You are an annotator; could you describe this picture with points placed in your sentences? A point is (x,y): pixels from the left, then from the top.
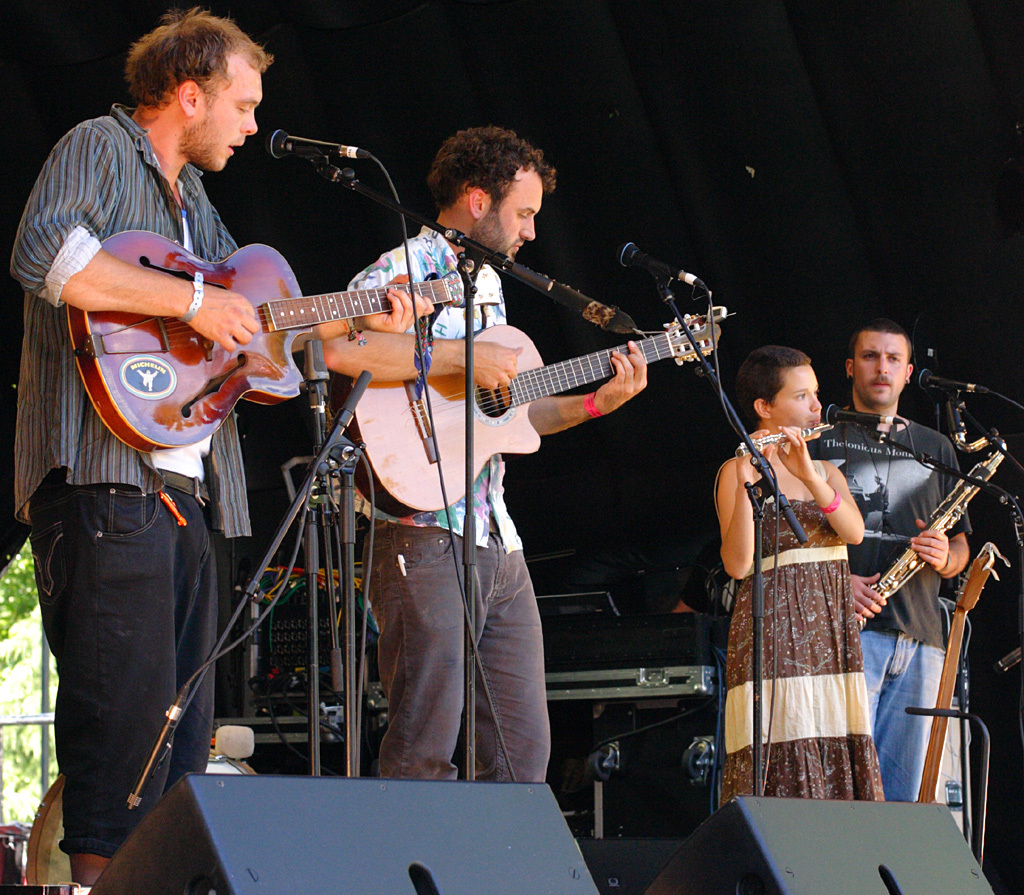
In the image there are four people (870,488) who are playing their musical instrument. On right side (778,468) there is a woman (794,507) playing a musical instrument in front of a microphone (856,412). On left side (152,392) there are two men's (172,481) playing their musical instrument (463,416) in a microphone (309,144), in background (651,619) we can see some musical instruments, speakers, wires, trees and a black color curtain (636,88).
